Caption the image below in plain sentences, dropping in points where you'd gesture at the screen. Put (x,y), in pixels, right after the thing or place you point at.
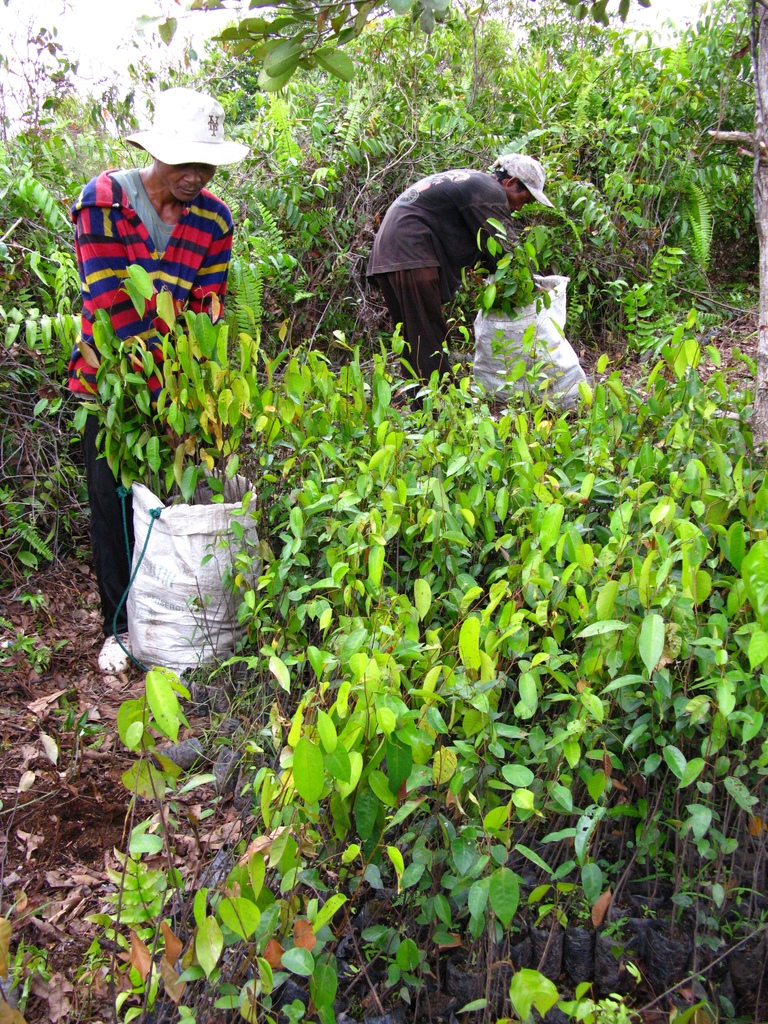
This image is taken outdoors. In the middle of the image (432,346) two men (161,246) are standing on the ground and there are two bags (212,547) on the ground (3,673). In this image there are a few trees (406,13) and many plants (374,30) with leaves (375,736) and stems (210,1006). At the bottom of the image (129,945) there is a ground (119,838) with many dry leaves (136,945) on it.
